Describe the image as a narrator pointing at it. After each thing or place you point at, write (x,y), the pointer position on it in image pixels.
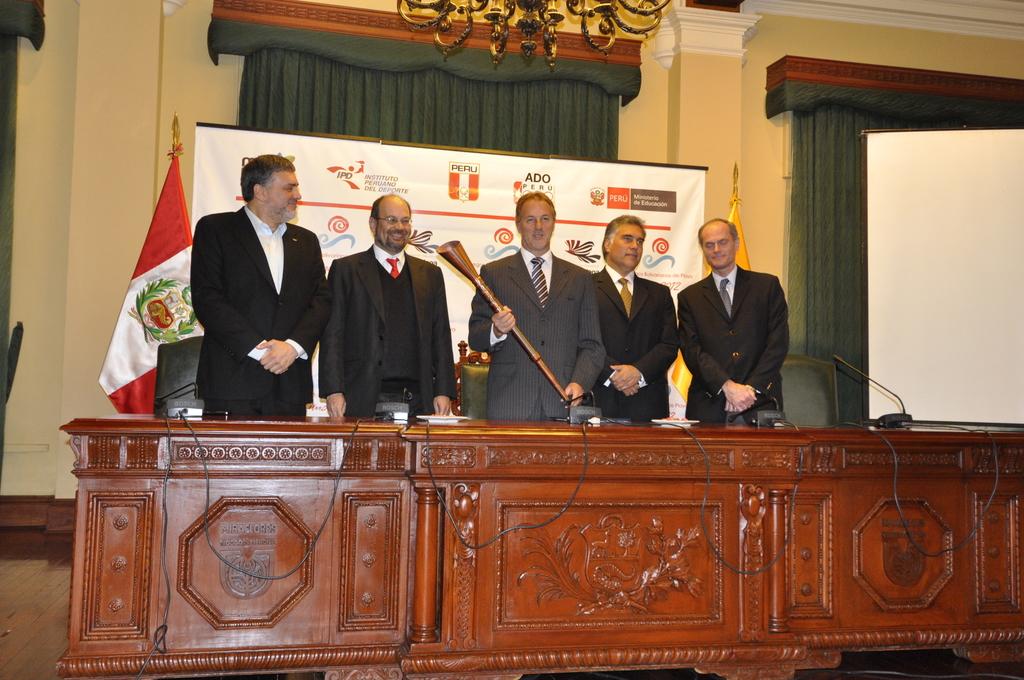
In this picture we can see wires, table (402,469), mics (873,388), flags (121,362), banner (210,212), curtains (313,116), chandelier (423,23), board (905,206), chairs (188,348) and some objects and five men (506,262) wore blazers (756,309), ties (722,283) and standing.
